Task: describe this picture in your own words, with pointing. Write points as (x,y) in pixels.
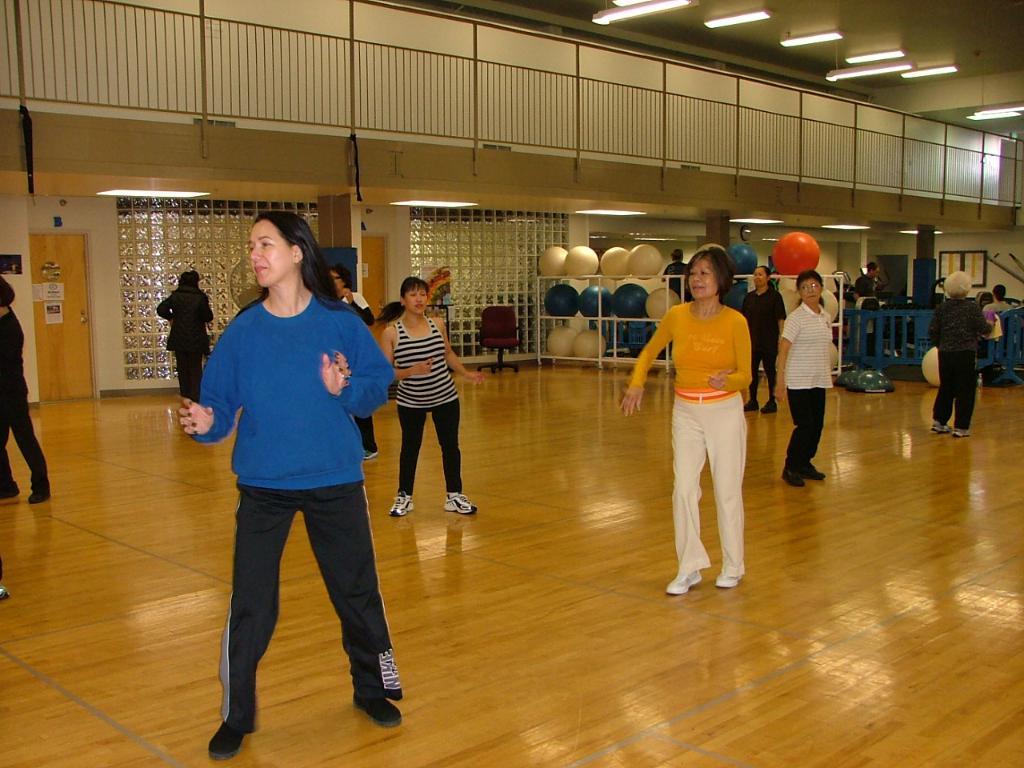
There are few people (366,302) standing. I think these are the exercise balls (646,271), which are placed on the stand (615,324). Here is a chair (519,325). I can see the tube lights (894,70) at the top (930,70). This looks like a door (74,343) with the papers (57,314) attached to it. I think these are the glass block walls (185,228). I can see the pillars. In the background (950,260), that looks like a frame (981,262), which is attached to the wall (997,242).
